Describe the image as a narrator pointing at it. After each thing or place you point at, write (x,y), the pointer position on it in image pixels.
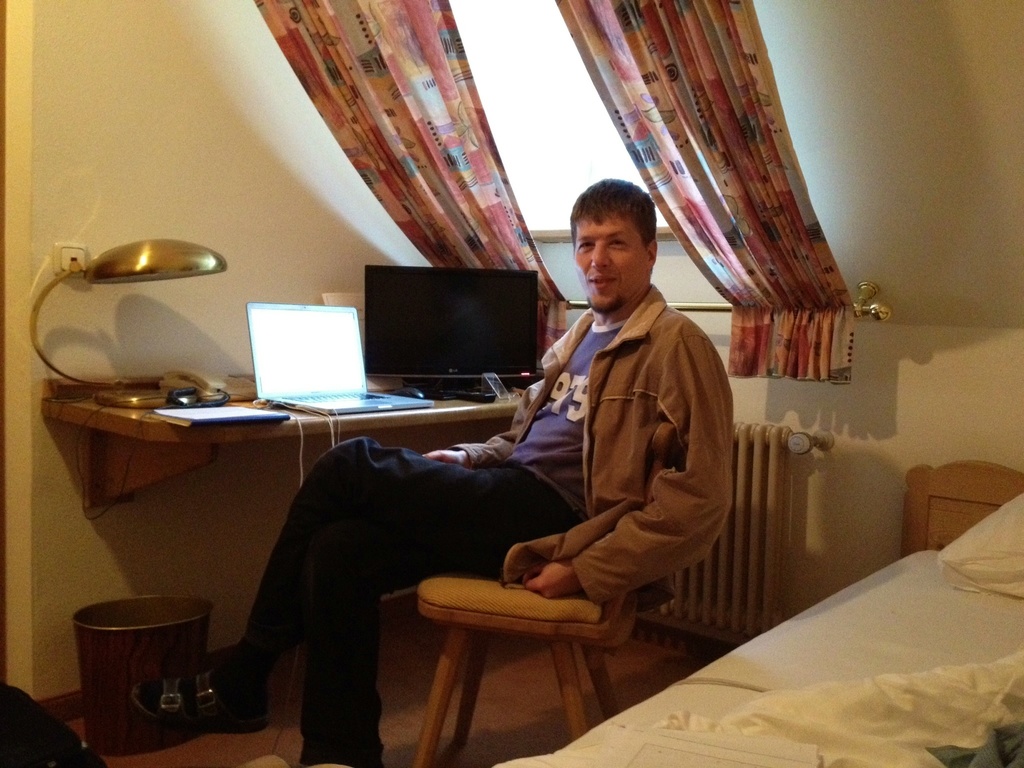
This picture shows a man (540,513) Seated on the chair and we see a laptop (318,310) and a monitor (492,358) on the table (275,431) and we see a bed (960,480) to the side.
